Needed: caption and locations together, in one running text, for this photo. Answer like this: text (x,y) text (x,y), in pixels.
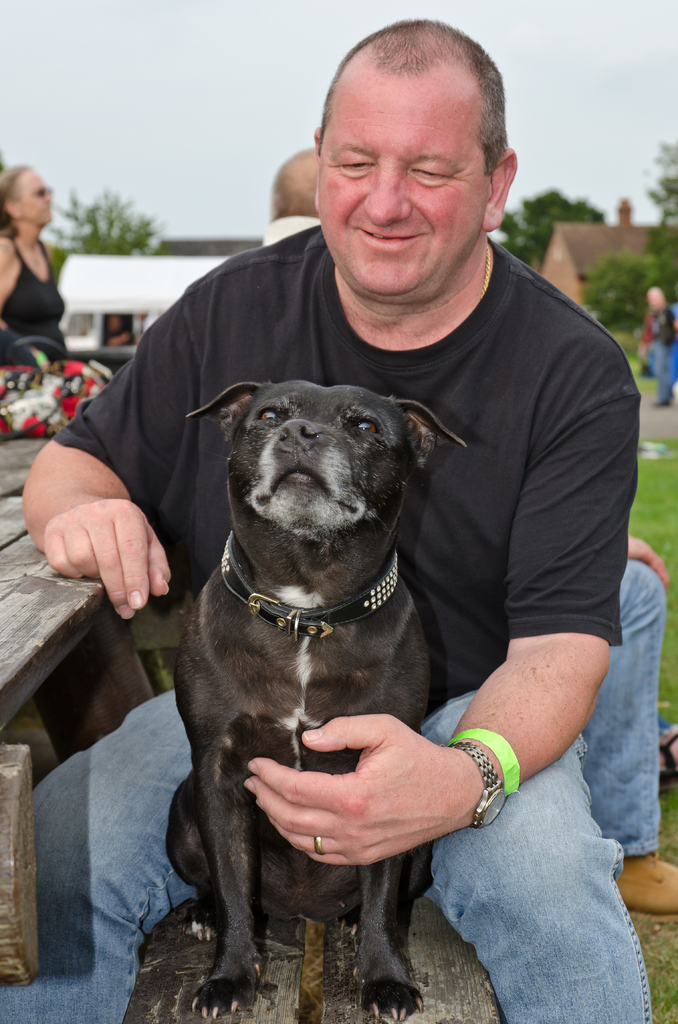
This picture is clicked outside the city. The man (65,466) in the front of the picture (505,452) wearing black t-shirt (557,416) is holding a black dog (286,685) with his hands (435,791). He is even wearing watch (475,750) and he is sitting on a bench (468,986). On the left corner of the picture (30,194), we see woman (33,351) in black top (47,331) is sitting on table (6,454) and she is wearing spectacles (40,192). Behind her, we see a white tent (134,271) and behind that tent (168,281), we see tree (140,228) and sky (211,98). On the right corner of the picture (567,285), we see a house (586,236) with red color bricks (572,271).
